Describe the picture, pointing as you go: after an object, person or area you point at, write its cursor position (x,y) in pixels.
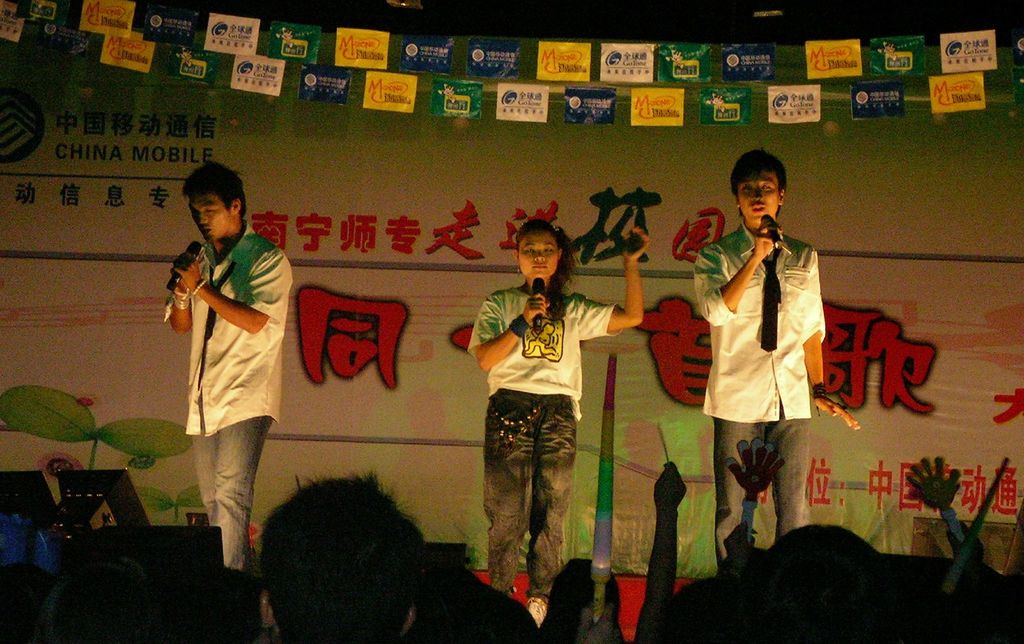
This picture describe about the two boy (780,332) wearing white color shirt (784,374) holding microphone (776,239) in the hand (758,247) and singing on the stage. In the middle (574,308) we can see a girl (543,362) wearing white color t-shirt (539,385) and black jeans (527,446) holding a microphone (537,324) in the hand (543,311). Behind we can see white background banner (585,247) with some quotes (836,345) written in Chinese language. Above we can see some blue, yellow and white color flag (572,104). In front (116,599) bottom side we can see group of people (873,597) sitting and watching to them.
